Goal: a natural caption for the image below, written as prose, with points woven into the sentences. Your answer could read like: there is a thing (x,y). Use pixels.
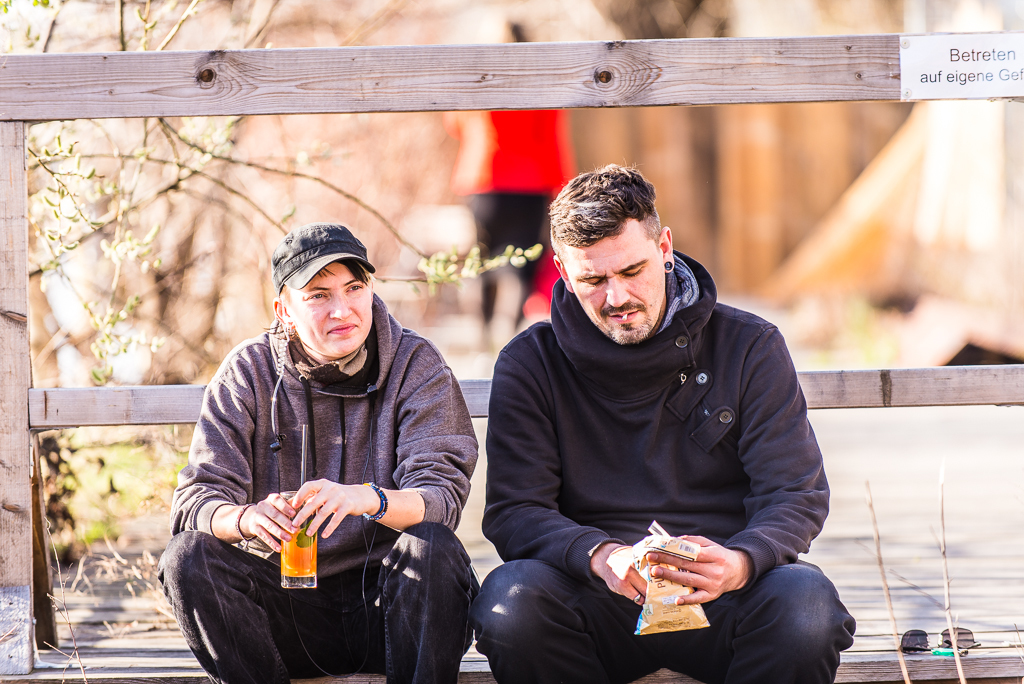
In the center of the image (648,430) we can see man (630,408) and woman (308,328) sitting at the fencing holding a glass (290,544) and a packet (644,549). At the bottom of the image (908,649) we can see spectacles (923,644) placed on the ground (875,634). In the background (165,220) we can see trees (219,212), building (868,144) and person (519,189).
